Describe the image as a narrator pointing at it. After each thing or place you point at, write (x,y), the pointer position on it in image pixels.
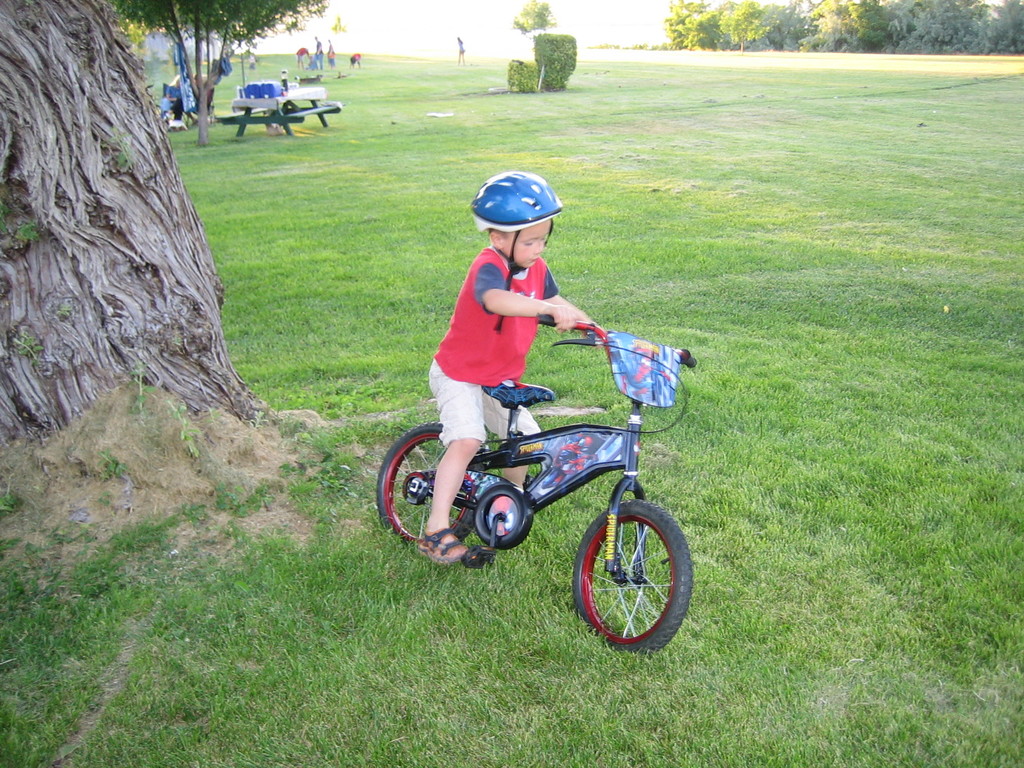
In this image we can see a child (504,231) wearing helmet (508,208). He is on a cycle (545,438). On the ground (737,443) there is grass (731,340). On the left side (91,291) there is a trunk (98,261) of a tree (109,233). In the background (279,115) there is a table (261,108) with benches (244,119). Also there are few people (328,64). On the table (239,107) there are few items (278,87). In the back (727,24) there are trees (695,30).
